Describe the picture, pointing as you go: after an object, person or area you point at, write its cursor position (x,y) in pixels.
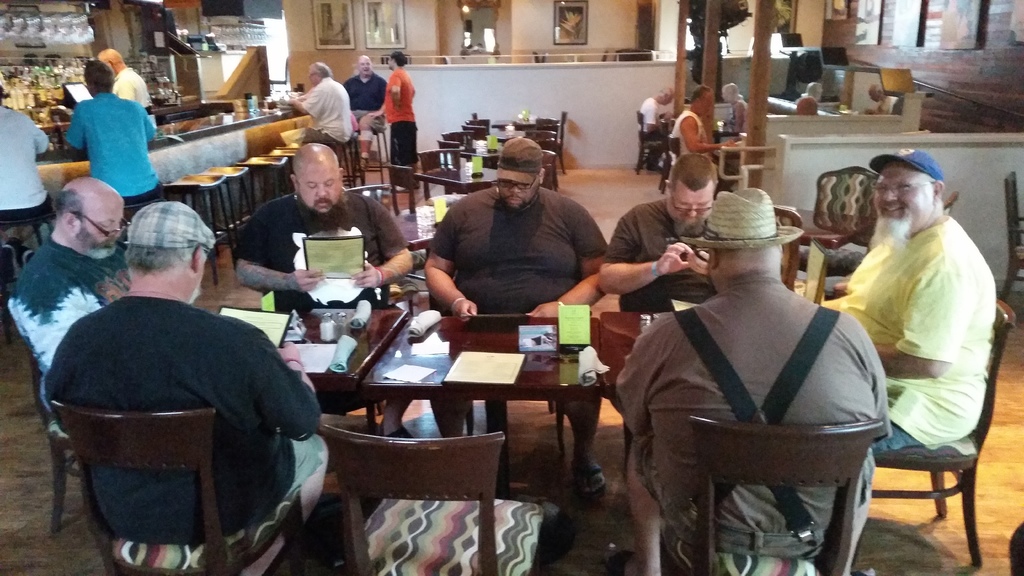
In this picture there are some people (449,254) sitting on the chairs (1007,323) around the tables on which there are some things (263,295) placed and behind them there are some other tables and chairs (546,130) on which some people (82,114) and a desk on which some things (290,88) are placed.
